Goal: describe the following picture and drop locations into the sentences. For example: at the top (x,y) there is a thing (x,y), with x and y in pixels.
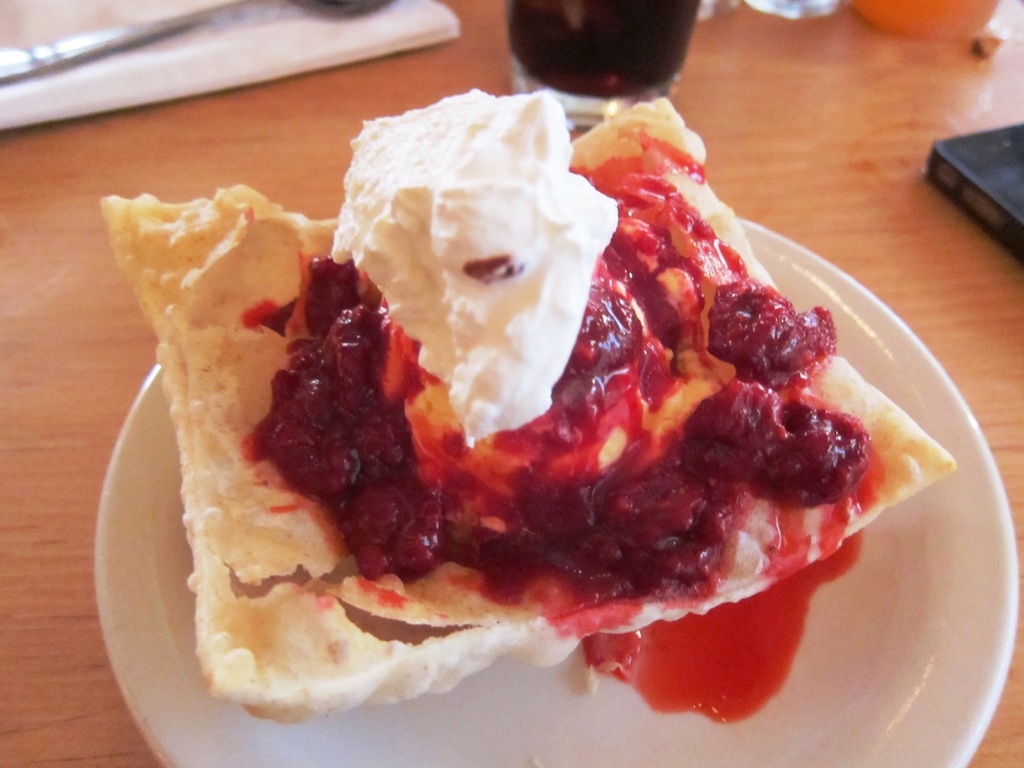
In this picture we can see a table (767,161), there is a plate (856,298), a glass of drink (615,53) present on the table (820,126), we can see some food (647,471) and sauce (684,454) present in this plate (571,661).
